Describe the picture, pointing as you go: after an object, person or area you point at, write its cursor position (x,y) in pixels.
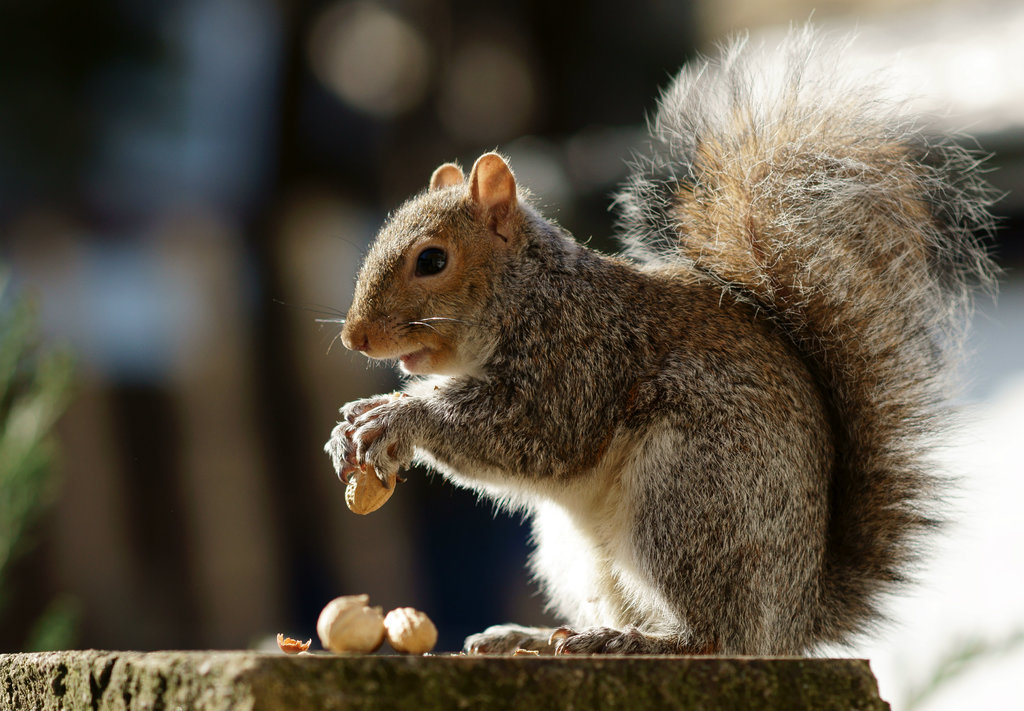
In this image we can see a squirrel (373,402) holding an object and standing on a surface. In front of the squirrel (528,645) there are few objects (341,625) and behind it the background (300,609) is blurred.
